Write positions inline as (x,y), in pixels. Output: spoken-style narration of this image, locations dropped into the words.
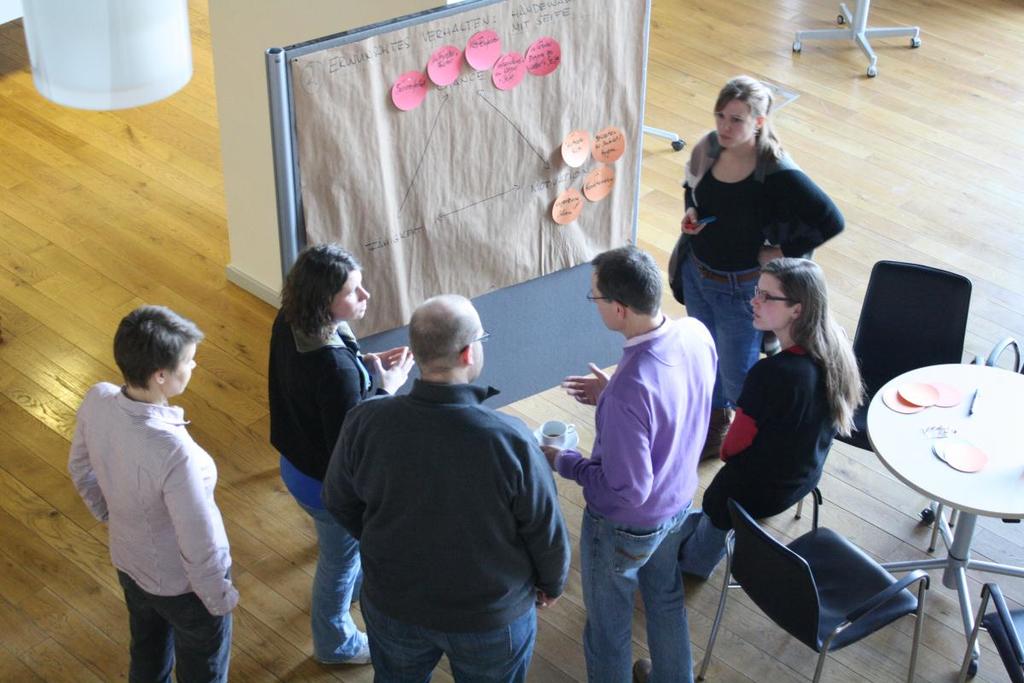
There is a group of persons (522,473) standing as we can see at the bottom of this image (443,544). There is one table (928,462) and some chairs (937,344) are present on the right side of this image (840,574), and there is a floor (888,239) in the background (137,277). There is a board (440,172) attached with some papers (569,146) at the top of this image (469,143), and there is a pillar (259,85) beside to this board (347,87).
